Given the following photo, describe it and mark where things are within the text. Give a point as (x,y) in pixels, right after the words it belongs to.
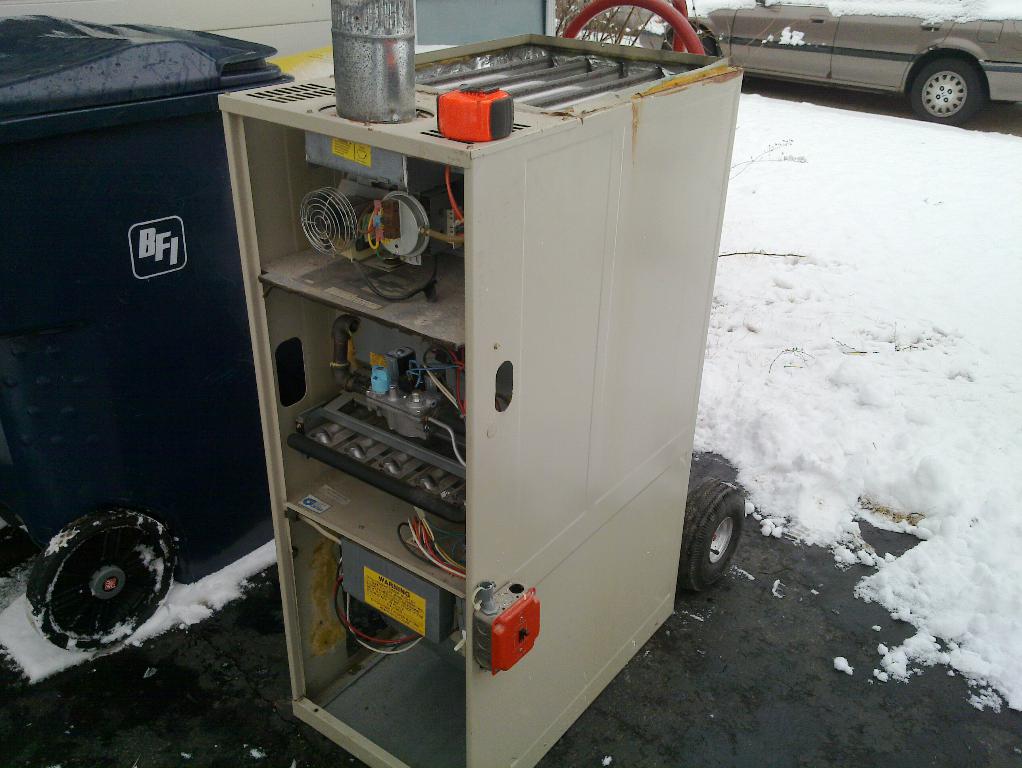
In this image we can see one wall (296,32), some objects (654,12) on the surface (169,727), one car (875,20) on the road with some snow (937,7), so much of snow (893,134) on the surface (884,457), one box (112,69) and one machine (374,337) on the surface (132,683).
